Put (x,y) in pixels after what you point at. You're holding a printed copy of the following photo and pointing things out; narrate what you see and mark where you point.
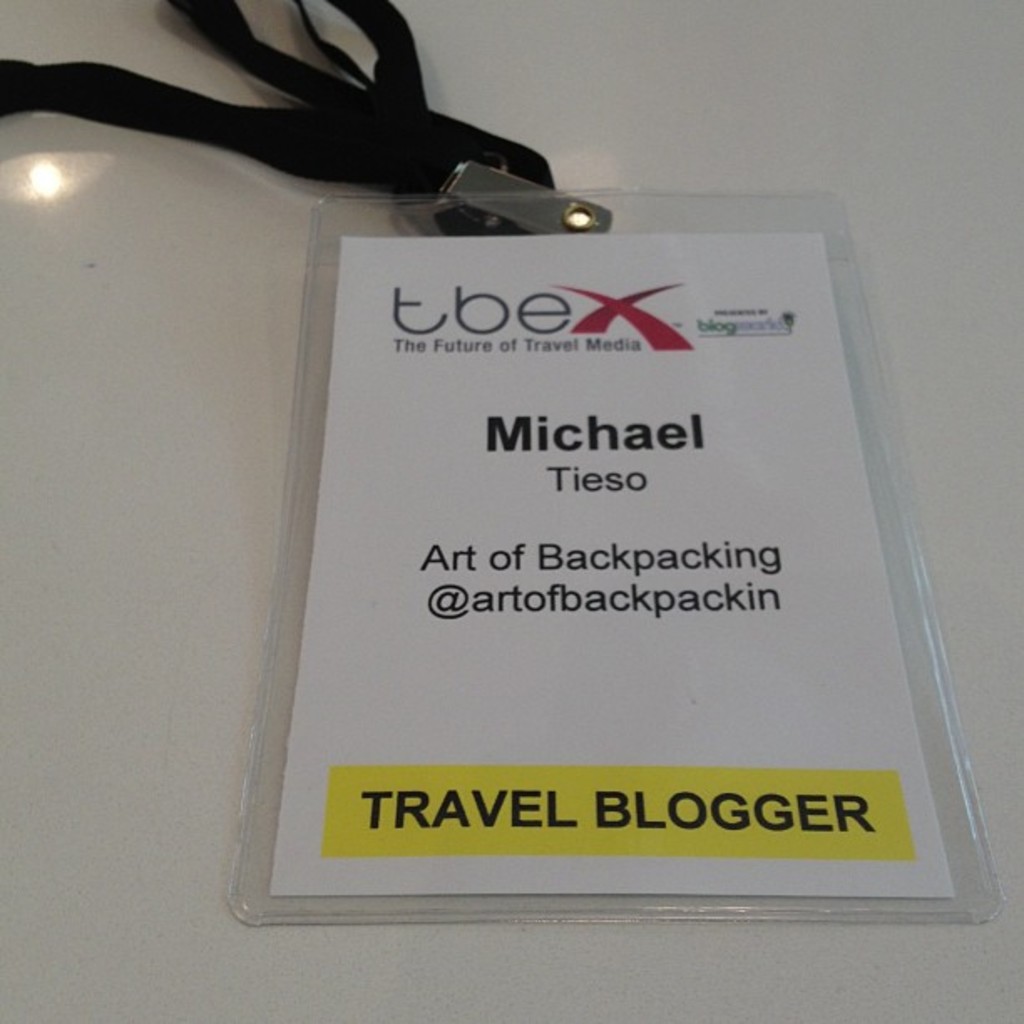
There is an identity card (404,544) of some person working as a travel blogger.
